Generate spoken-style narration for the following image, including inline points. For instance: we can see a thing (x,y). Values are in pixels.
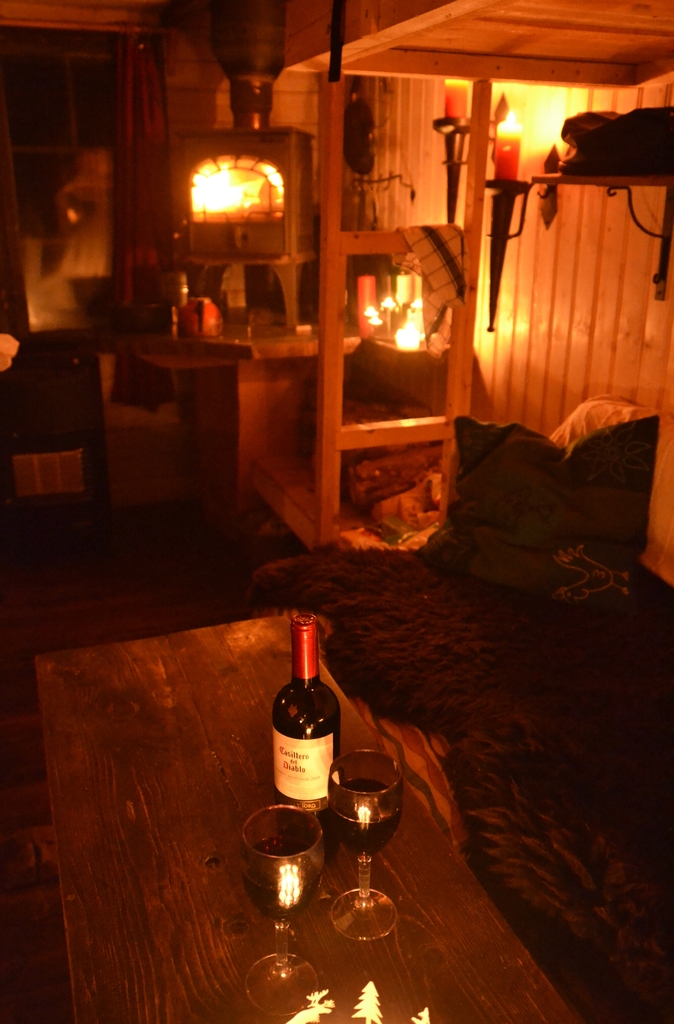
This picture shows a table (249,708), wine bottle (309,805) and two wine glasses (350,914), on the right side (616,588) we can see a bed (599,955), a pillow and a fireplace (237,257) on the left (224,257) and two candles (496,140) lighted.
